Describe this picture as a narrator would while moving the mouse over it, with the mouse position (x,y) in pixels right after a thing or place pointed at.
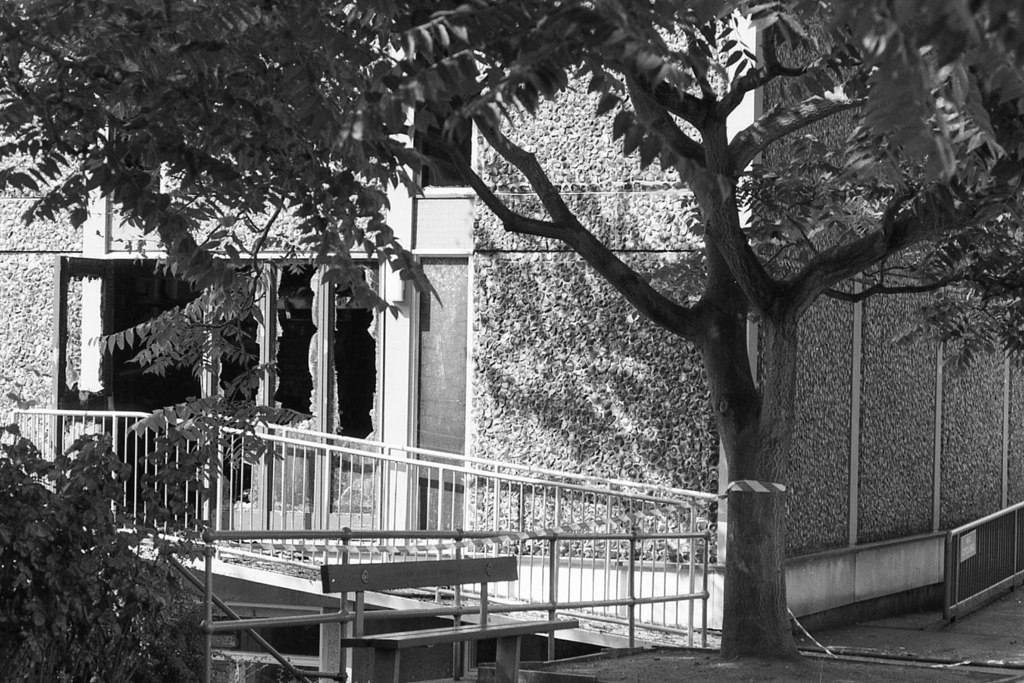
In this image in the front (733,559) there are trees (753,525) and there is a railing (497,528). In the background (405,315) there is a building (425,305).
